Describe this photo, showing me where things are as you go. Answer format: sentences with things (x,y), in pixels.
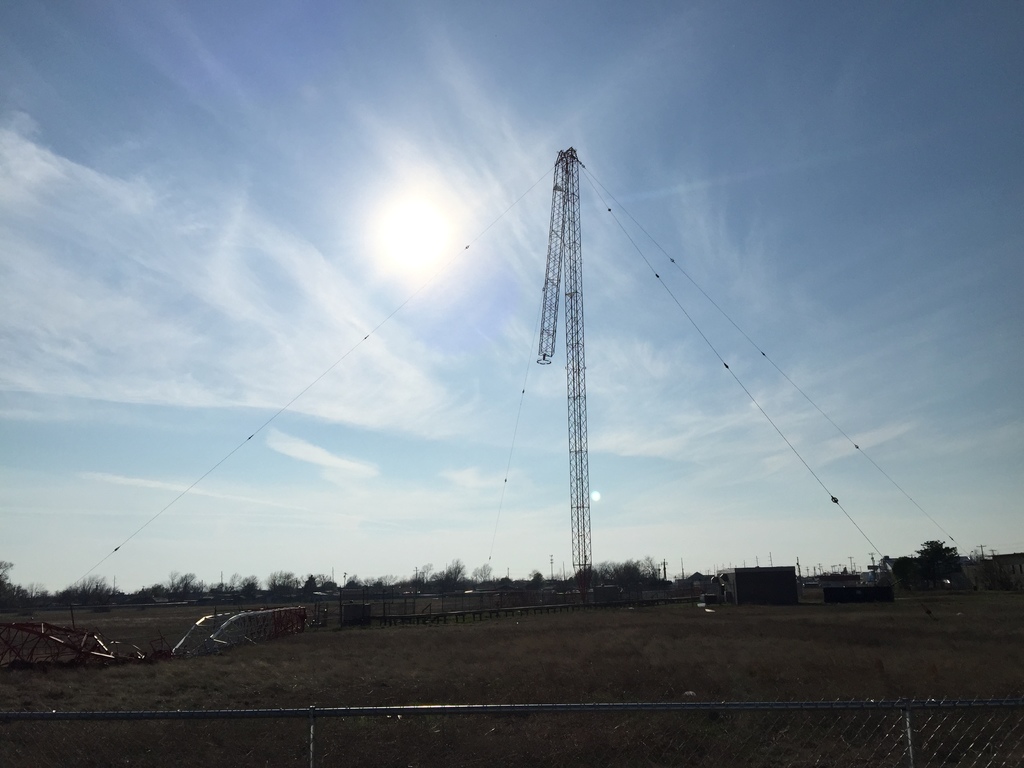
This image consists of a tower (578,434) to which the strings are tied. At the bottom (476,670), there is dry grass (268,731). And we can see a fencing (775,716). In the background (312,597), there are trees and small cabins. At the top (314,216), there is sky (216,302).
